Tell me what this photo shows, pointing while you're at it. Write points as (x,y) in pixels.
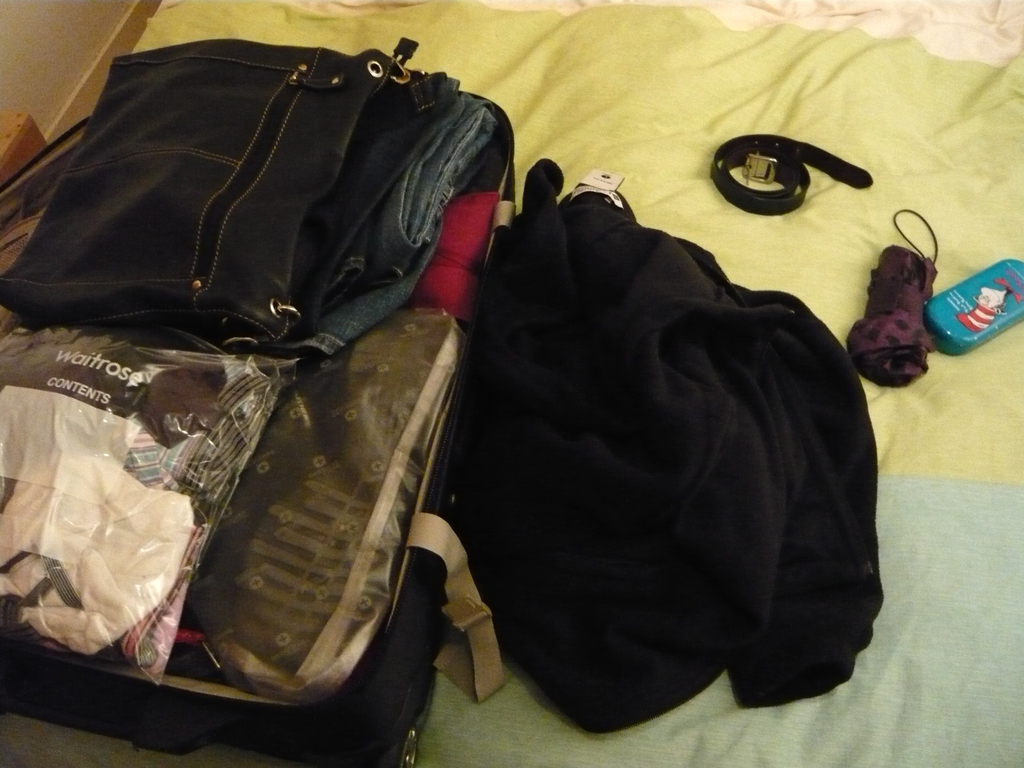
In this picture we have a suitcase (335,714) which is filled with clothes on the bed (860,294) we can see a belt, a cloth (723,516) and a box (967,303) and an umbrella (919,291).
